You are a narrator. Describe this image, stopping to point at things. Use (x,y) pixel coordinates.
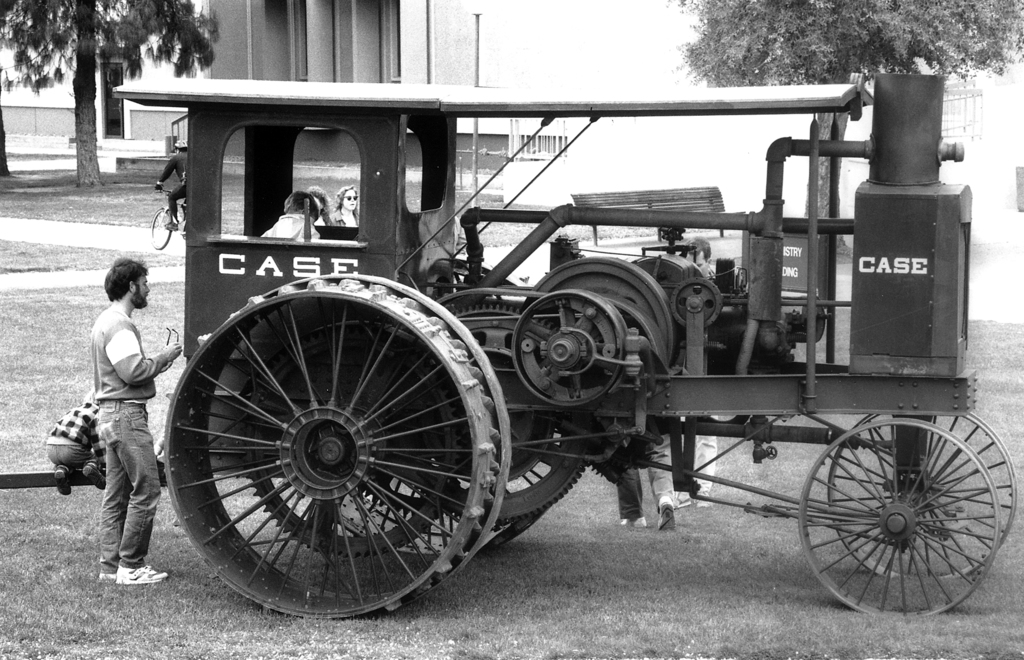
In this picture there is a vehicle (697,272). There is a person (293,211) sitting inside the vehicle (301,293). At the back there are group of people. On the left side of the image (60,458) there is a person (74,433) sitting on the vehicle (377,226) and there is a person (153,444) standing and holding the goggles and there is a person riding bicycle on the road (58,234). At the back (53,71) there is a building (249,71) and there are trees (758,73) and there is a bench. At the bottom (979,445) there is grass (155,256).
